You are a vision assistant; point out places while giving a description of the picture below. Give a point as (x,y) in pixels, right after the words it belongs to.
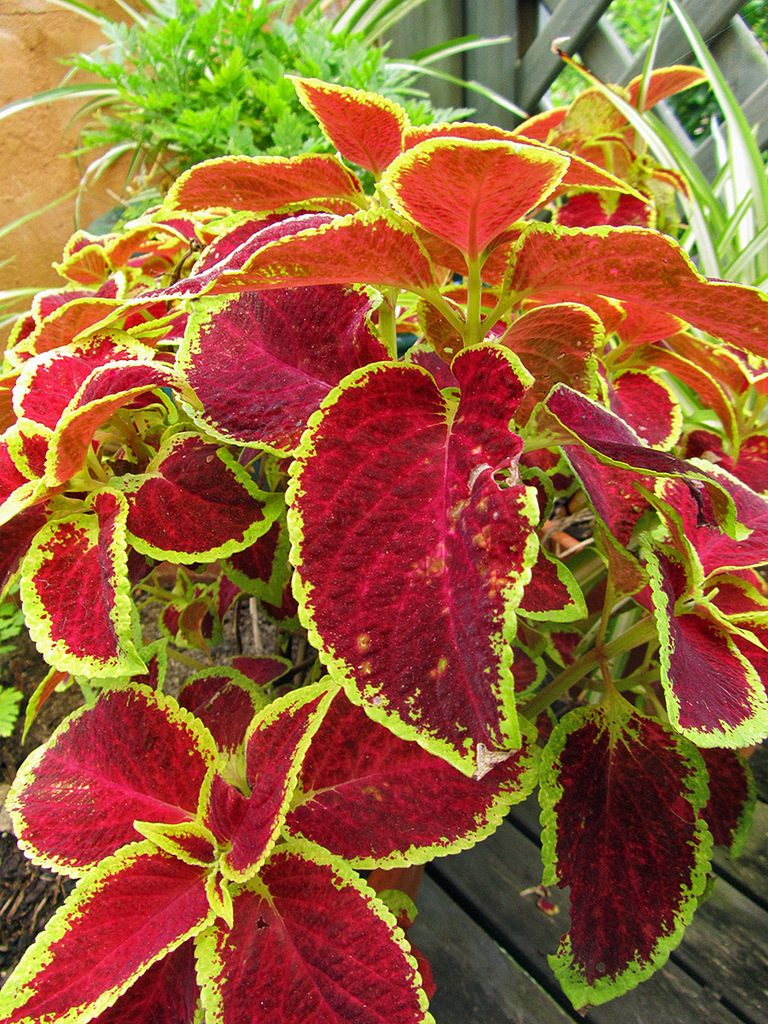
In the picture we can see some plants (303,853) on the wooden plank (523,947), and the leaves (142,746) of the plant (50,780) are red in color with green color borders (89,504) to it and behind it we can see other plants (262,129).
